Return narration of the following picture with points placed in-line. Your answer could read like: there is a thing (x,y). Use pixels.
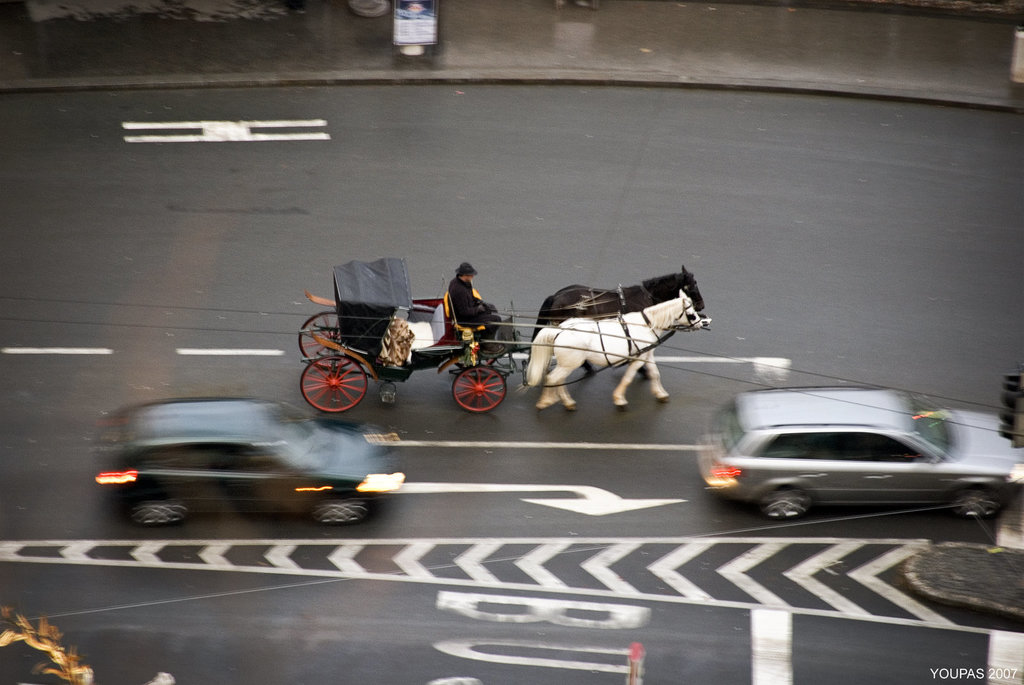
This is the man (467,283) sitting and riding the horse cart (487,351). I can see two cars (769,452) moving on the road (560,204). At the top of the image (431,2), that looks like a board (412,4). This is a road (414,590) with the margins (602,562) on it. At the bottom right corner of the image (1014,674), I can see the watermark (957,677).
